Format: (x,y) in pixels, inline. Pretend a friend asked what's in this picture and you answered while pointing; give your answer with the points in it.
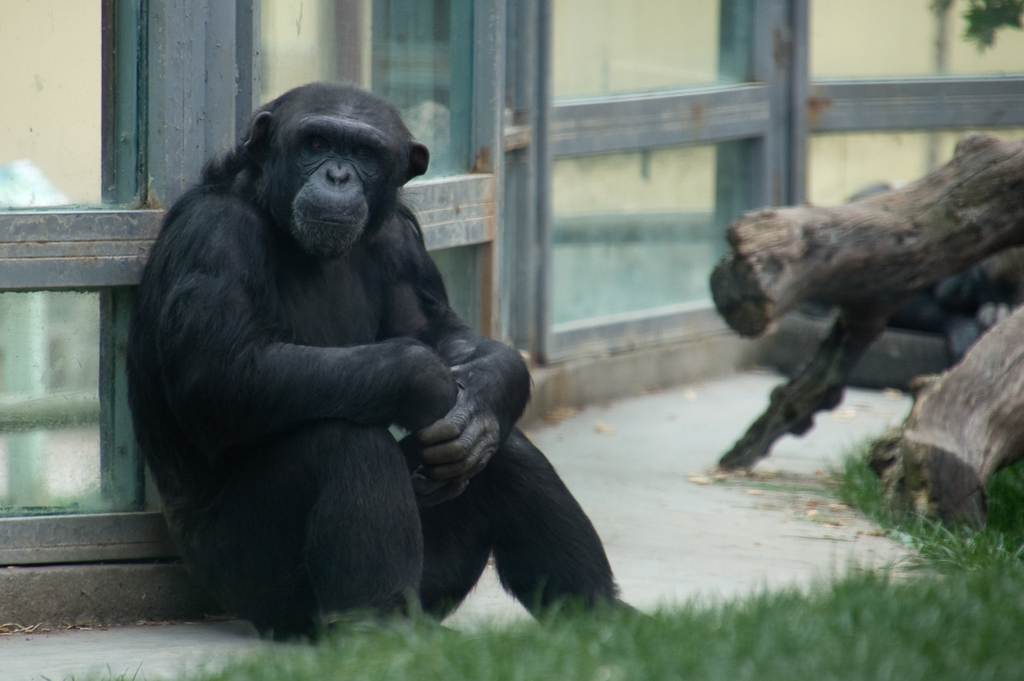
In the foreground of this image (332,207), there is a chimpanzee (355,320) sitting and leaning to the glass wall (582,98). On the bottom (851,654), there is the grass (950,633) and on the right (943,265), there are trunk (979,251) of the trees (985,226).
